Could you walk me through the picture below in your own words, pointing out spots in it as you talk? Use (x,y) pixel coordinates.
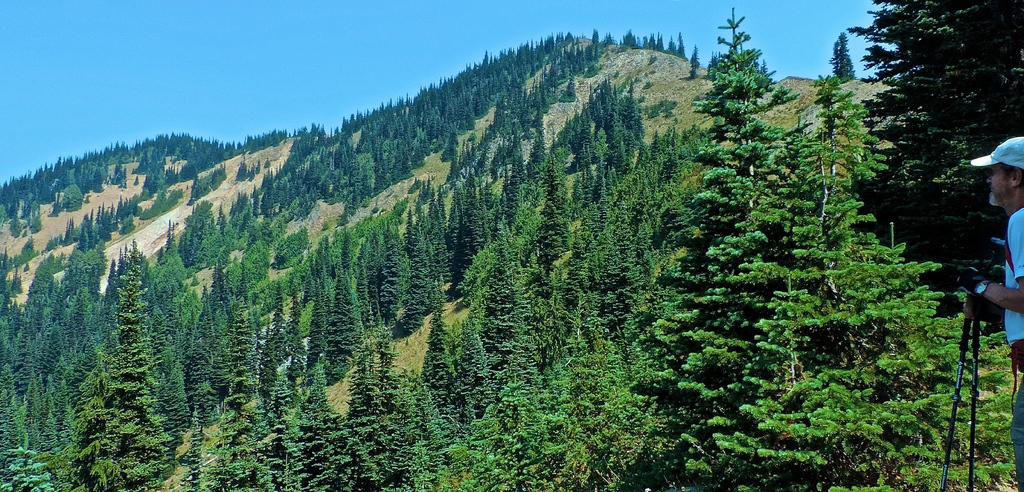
This picture is clicked outside the city. On the right corner (1017,227) there is a person (1019,208) holding some object (964,360) and seems to be standing on the ground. In the center (618,319) we can see the hills (266,169) and the trees (664,155). In the background (331,67) there is a sky (426,58).
